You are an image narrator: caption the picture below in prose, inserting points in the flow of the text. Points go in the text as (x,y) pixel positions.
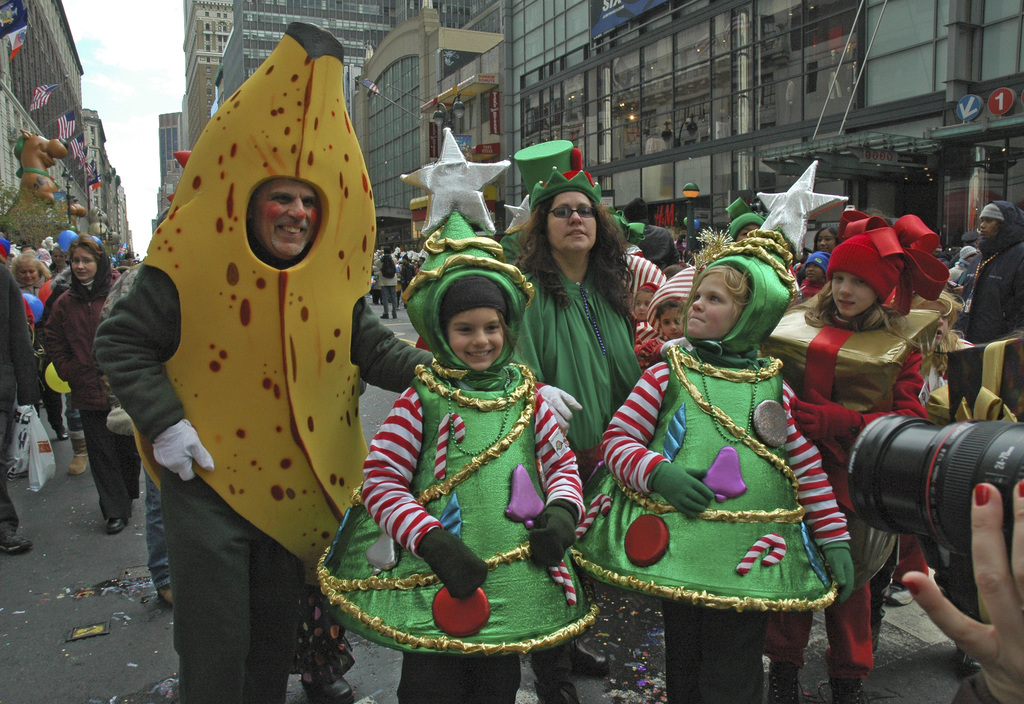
In this image there are people (354,395) on the road (133,582). In the background of the image (363,99) there are buildings (363,113), flags (77,144) and sky (143,61).
